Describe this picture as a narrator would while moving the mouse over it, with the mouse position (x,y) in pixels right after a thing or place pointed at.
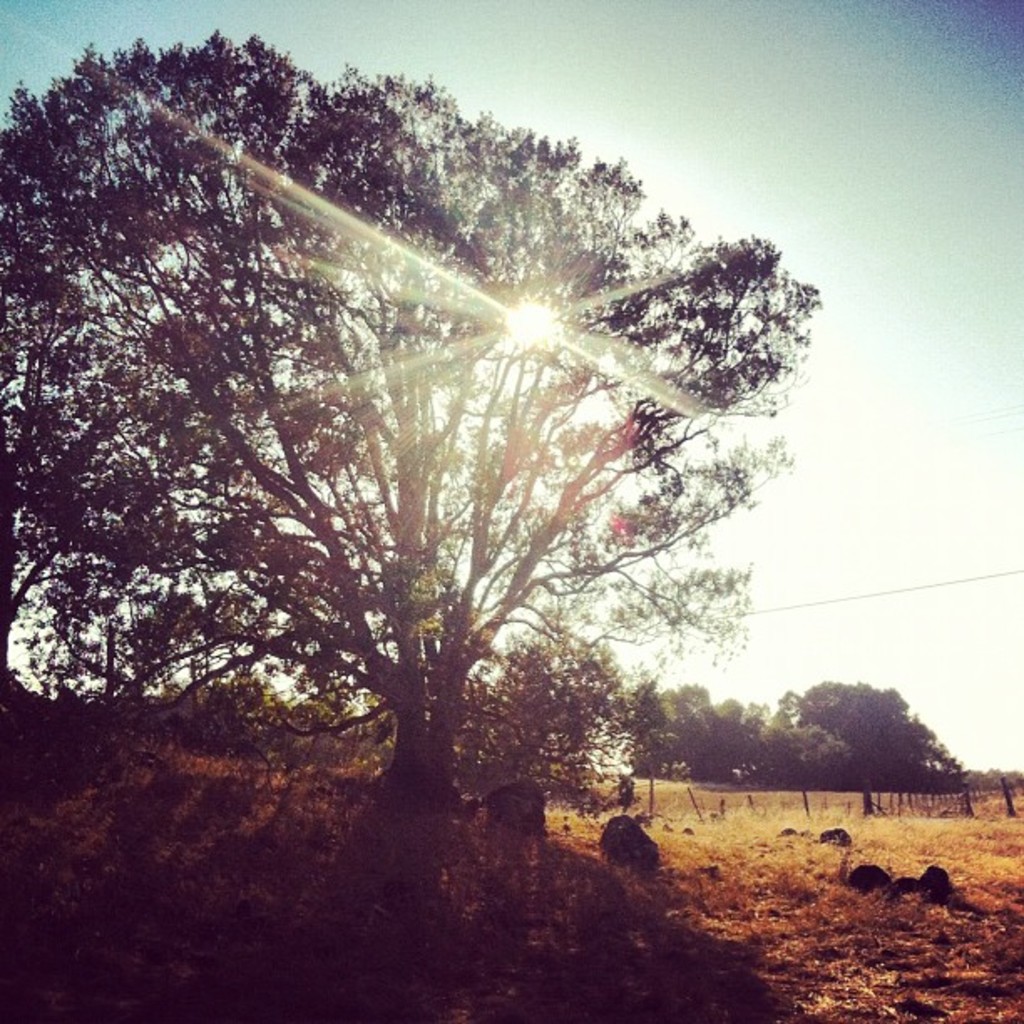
In this image we can see the trees (450,336). And we can see the sun rays (521,338). And we can see the wooden fence (779,808). And we can see the stones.
